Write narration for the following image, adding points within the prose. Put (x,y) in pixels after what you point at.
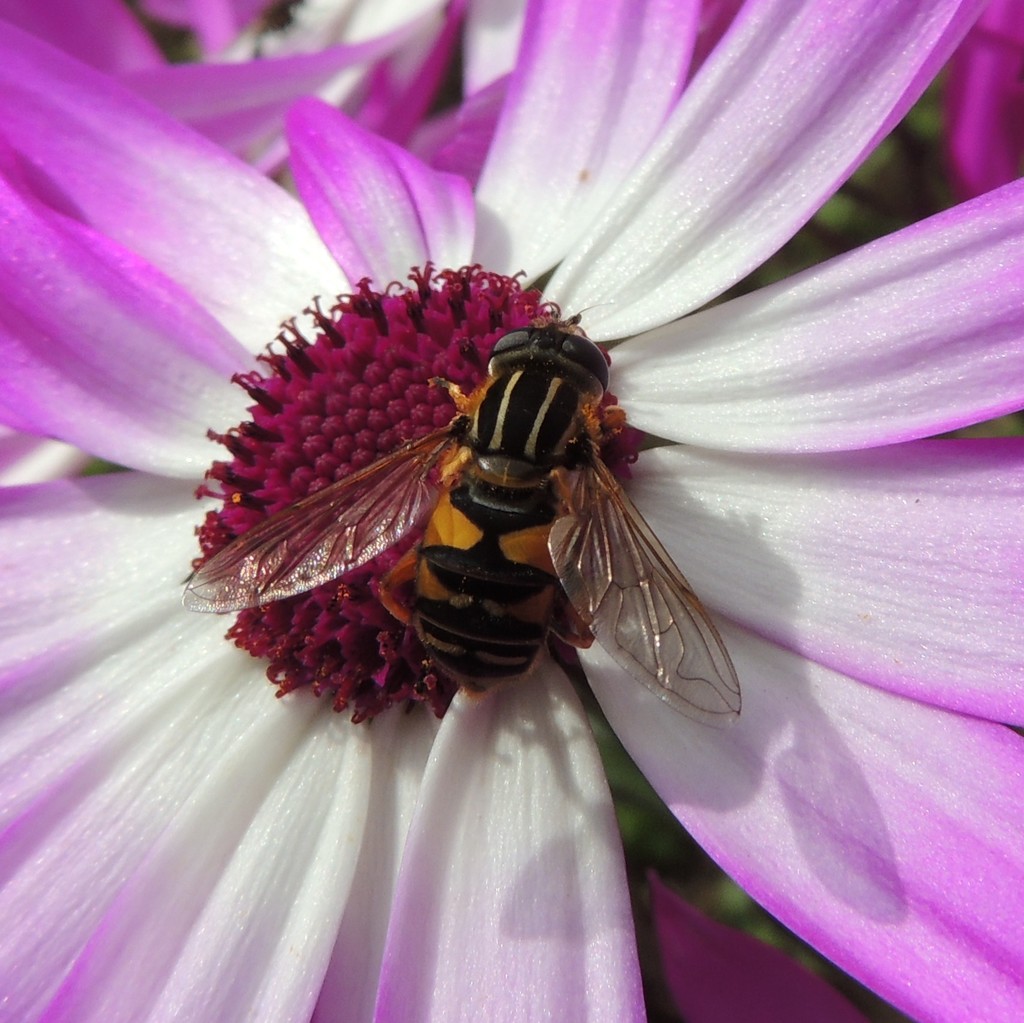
In this picture, we can see a hoverfly (275,567) which is on the flower (651,410). In the background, we can see green color.
